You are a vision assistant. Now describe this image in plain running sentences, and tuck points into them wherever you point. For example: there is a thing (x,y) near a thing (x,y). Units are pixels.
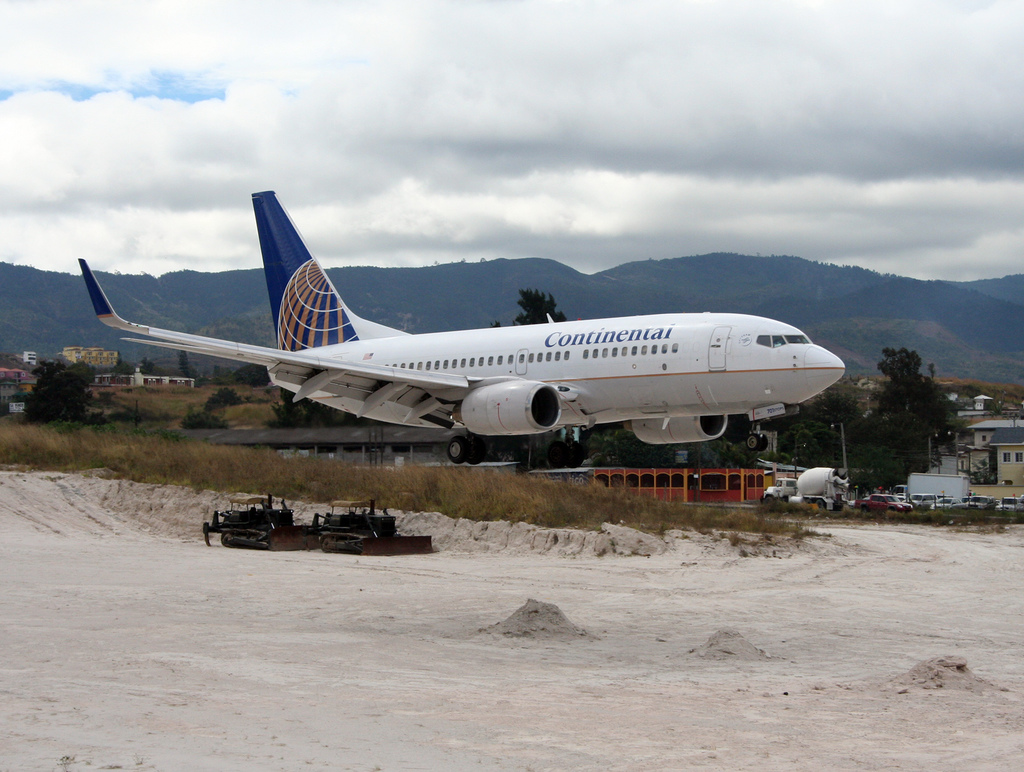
In the center of the image (470,461) there is a aeroplane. At the bottom of the image (385,593) there is sand (510,716). In the background of the image (497,306) there are mountains (495,293). There are trees (909,398). There are buildings (1003,442). There are vehicles (831,475) to the right side of the image (849,494).
